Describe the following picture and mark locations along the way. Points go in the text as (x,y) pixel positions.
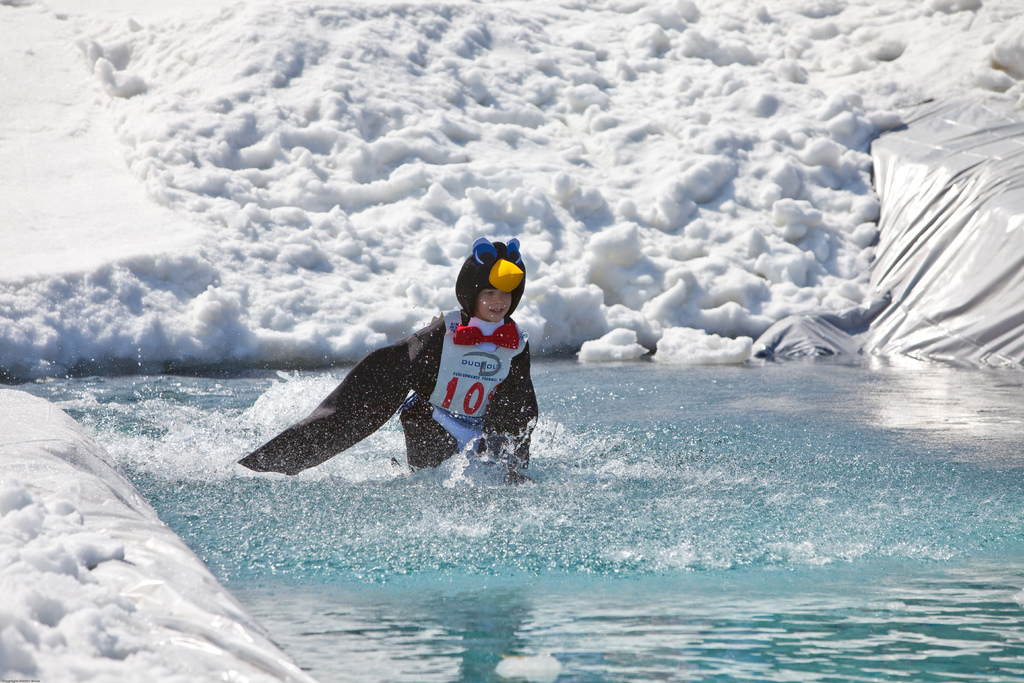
In the center of the image (462,287) there is a person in the water (533,560). At the bottom of the image (115,560) there is snow (112,549) on the surface (129,549). On the right side of the image (989,308) there is a cover (967,199).
